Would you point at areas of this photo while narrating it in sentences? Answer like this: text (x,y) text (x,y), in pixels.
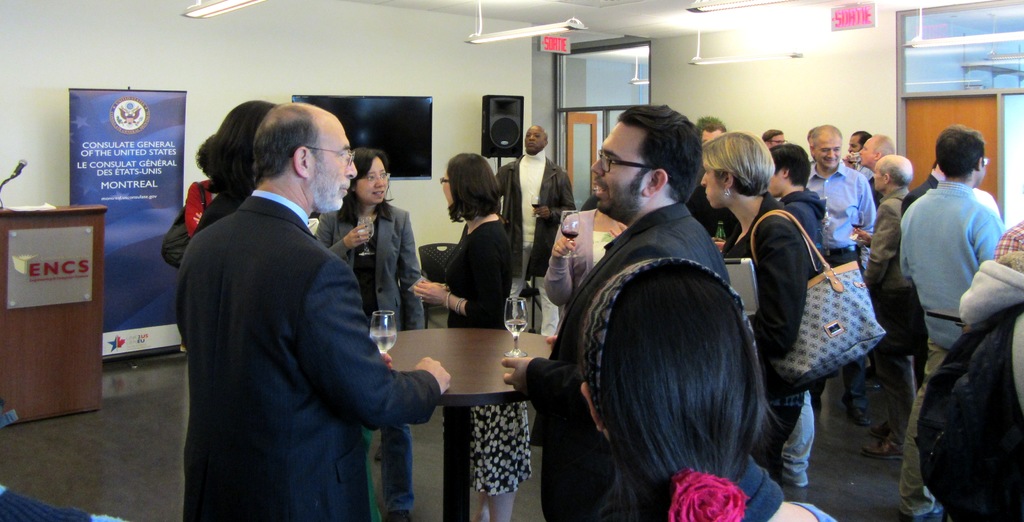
In this image we can see people (669,351) standing on the floor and some of them are holding beverage glasses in their hands (575,250). In the background (37,361) we can see podium (58,272) and a mic (11,174) attached to it, advertisement board (126,220), television (383,104), speaker (502,103), doors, sign board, side table (488,349), chairs (428,272) and walls (194,59).
